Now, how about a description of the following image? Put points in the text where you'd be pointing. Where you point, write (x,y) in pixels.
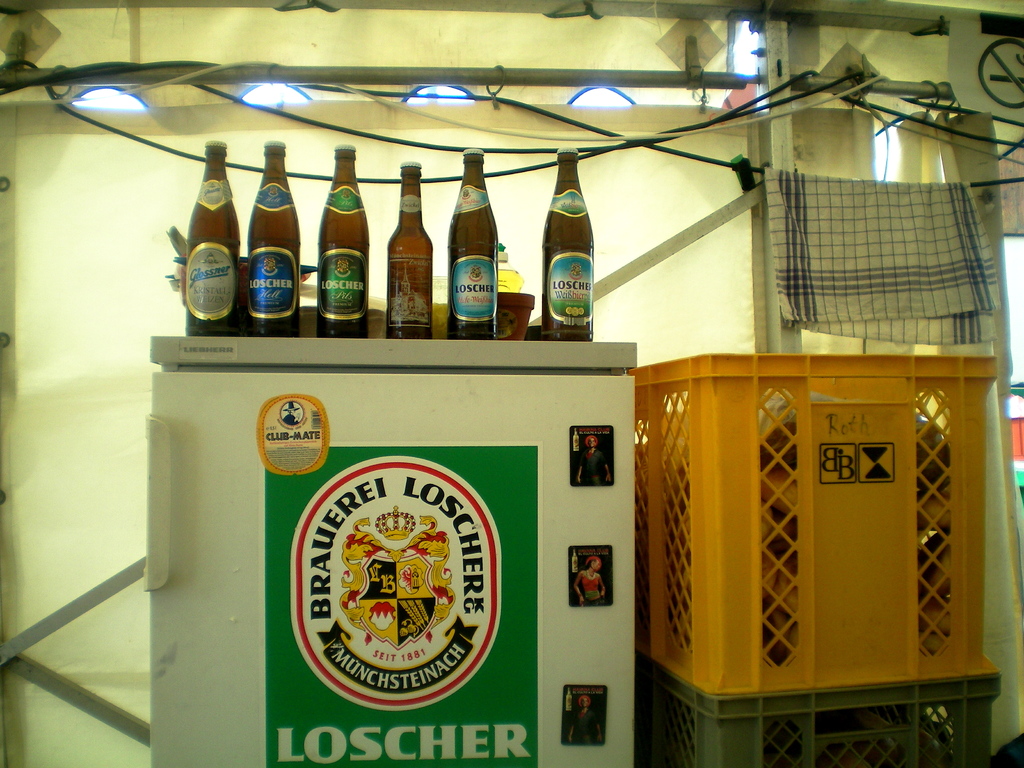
These are the beer bottles (428,236) placed here. I think this is mini refrigerator (267,487) with poster (533,727) attached. This are the two baskets (866,665) which are yellow and green in color. I can see a cloth (876,226) hanging. At the background (644,197) that looks like a cloth (352,106). These are the cables (646,144) which are black in color.
